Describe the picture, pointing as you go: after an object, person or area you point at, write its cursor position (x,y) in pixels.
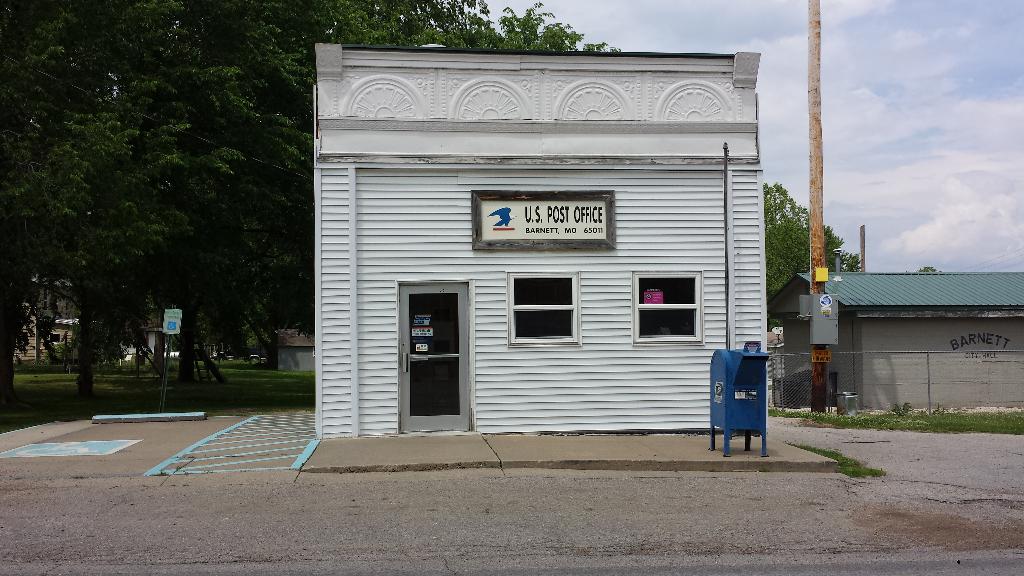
In the center of the image (402,226) we can see a house (495,276), door (456,352), windows (571,295), boards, poles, shed (882,299), roof (928,308), fencing (850,369). In the background of the image (259,227) we can see the trees (167,215), grass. At the bottom of the image (446,498) we can see the ground (485,517). At the top of the image (782,52) we can see the clouds (793,115) are present in the sky (858,75).
